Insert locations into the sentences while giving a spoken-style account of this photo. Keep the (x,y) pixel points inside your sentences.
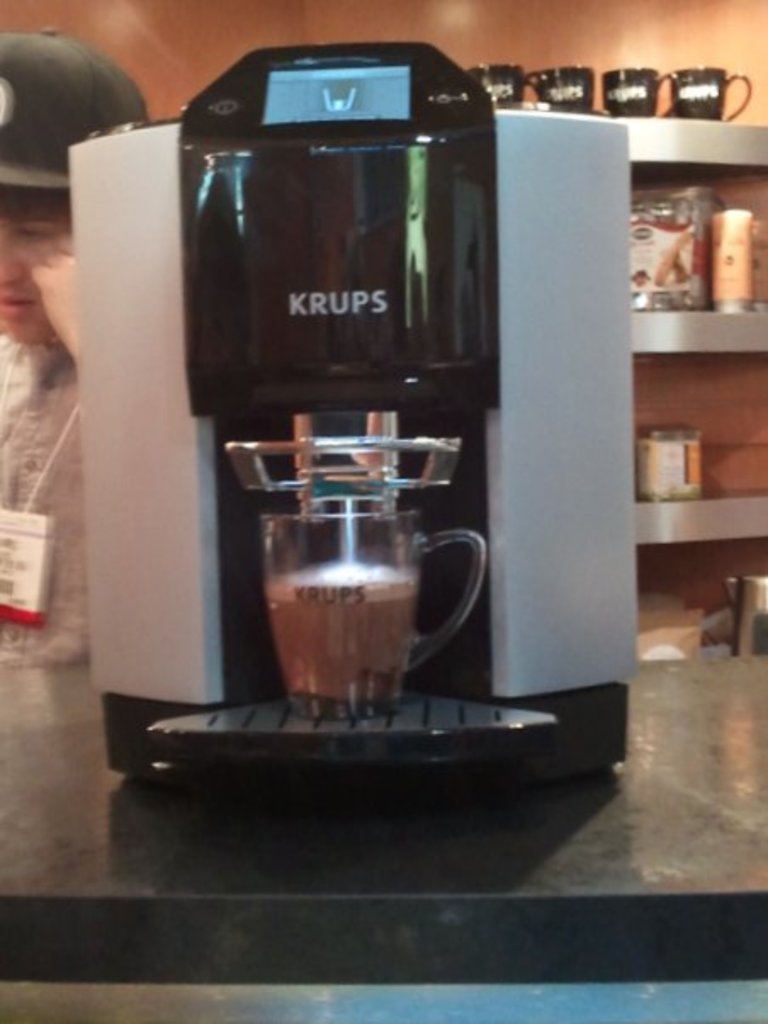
In this picture we can see a coffee maker (326,726). There is a cup (357,702). We can see a white object (10,619) on the left side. There are few cups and other objects (730,264) on the shelves (652,541).
